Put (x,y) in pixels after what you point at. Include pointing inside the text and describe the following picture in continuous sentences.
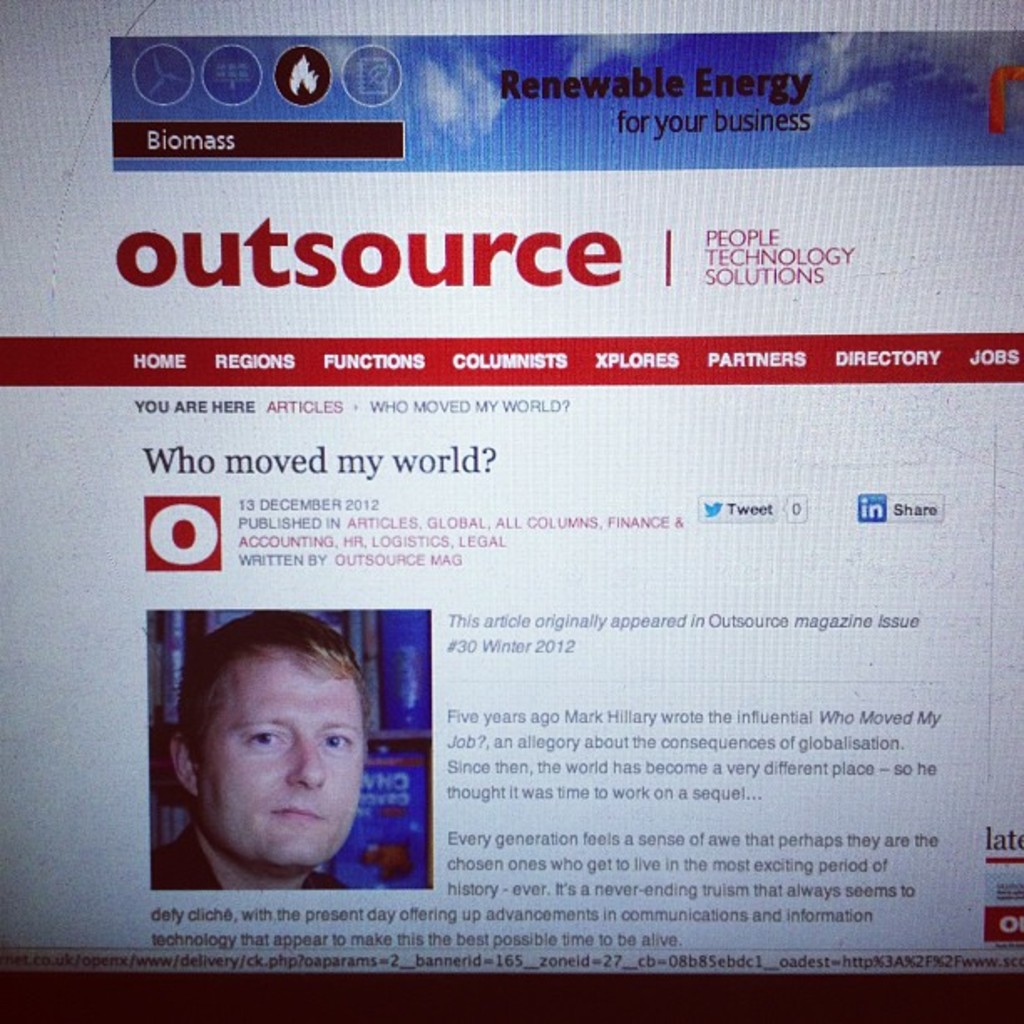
In the picture there is a screen (512,466), on the screen (342,586) there is some text (590,521) present, there is a photograph (423,613) of a person (276,668) present on the screen (478,589).
